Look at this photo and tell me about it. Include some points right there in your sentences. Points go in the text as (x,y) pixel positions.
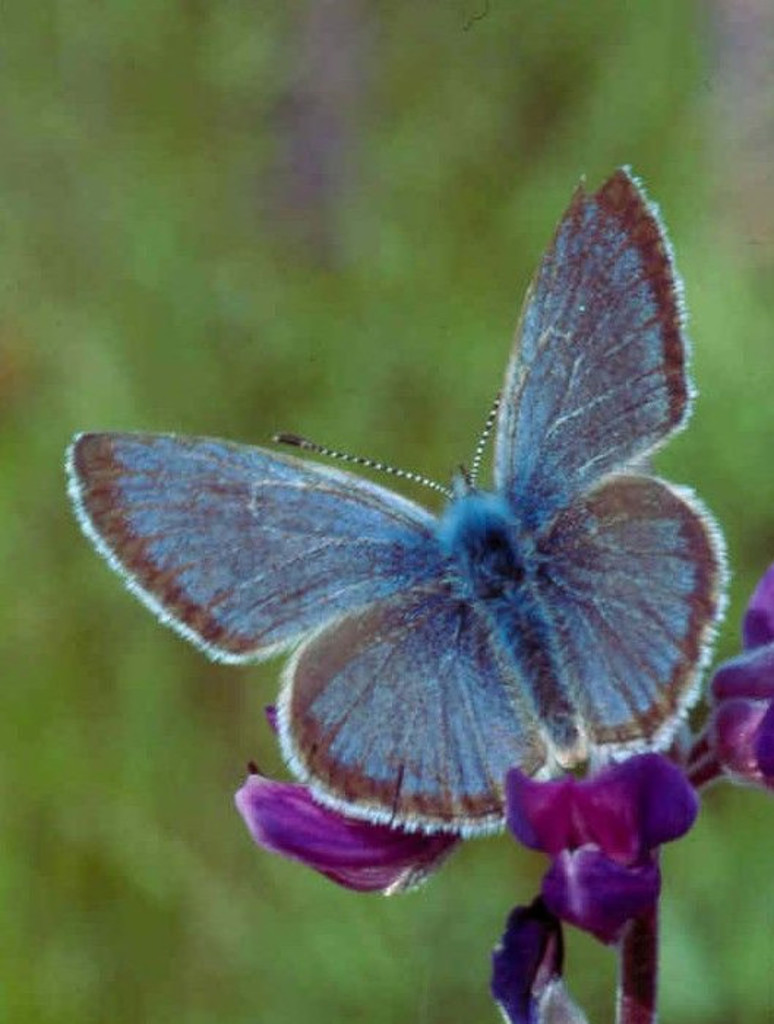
In the picture we can see a butterfly (540,537) on the flower (632,860) and the flower (550,951) is violet in color and behind it, we can see some plants (705,944) which are not clearly visible.
